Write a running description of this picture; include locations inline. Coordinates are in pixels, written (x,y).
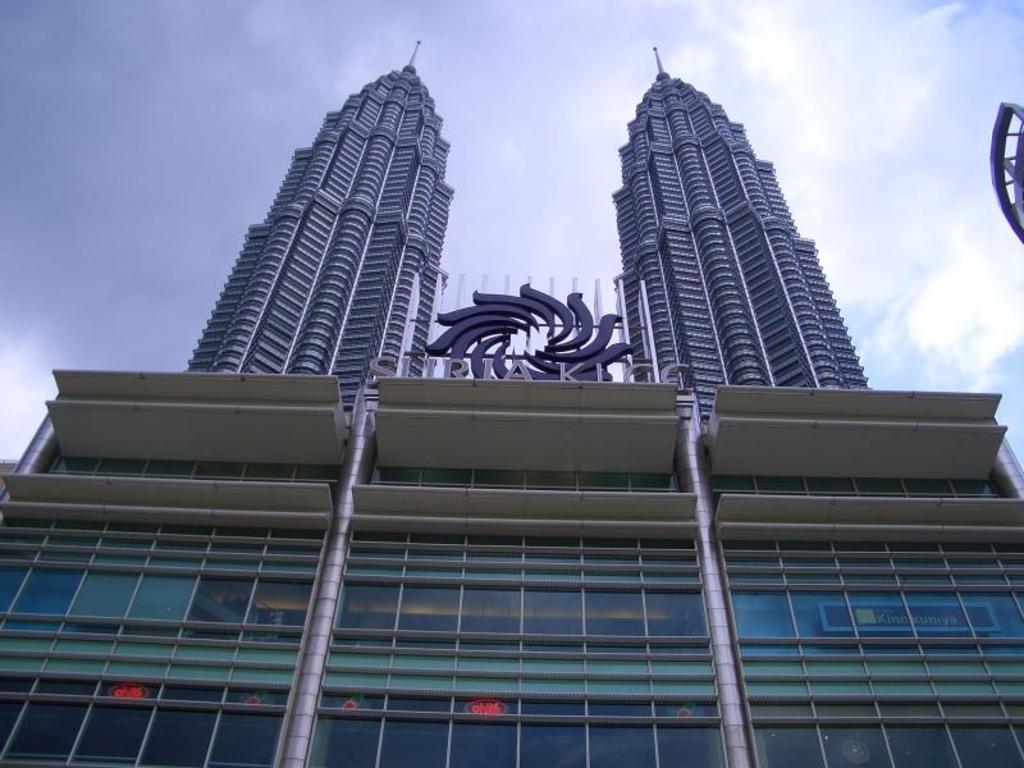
In this picture we can see a building (519,640), there is the sky (535,220) and clouds (492,103) at the top of the picture (548,109), we can see a logo (553,363), some text (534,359) and glasses (422,590) of this building (408,626).
